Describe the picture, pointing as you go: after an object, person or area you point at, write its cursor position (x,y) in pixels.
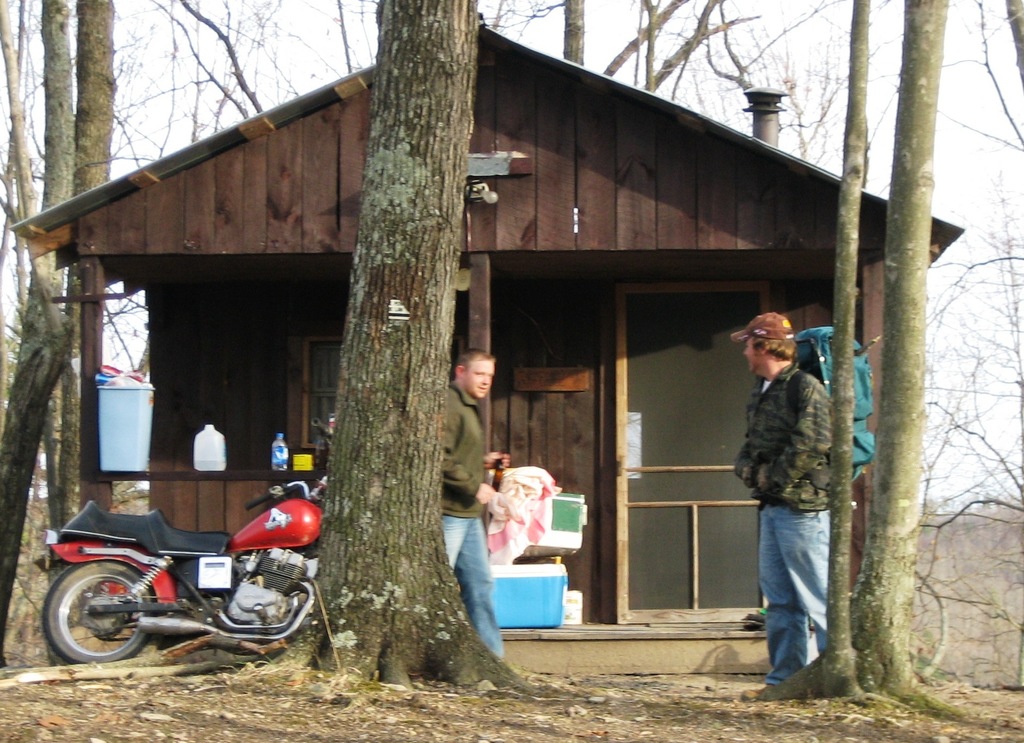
In this image I can see two people (467,582) with green and blue color dresses (784,470) and one person (824,431) with the bag (862,403). To the left (170,561) I can see the motorbike (192,577). In the background (240,490) I can see the hut (312,445) and there are some objects (515,596), box (500,596) and bottle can be seen. I can see many trees (348,533) and the sky (362,53) in the back (308,77).
